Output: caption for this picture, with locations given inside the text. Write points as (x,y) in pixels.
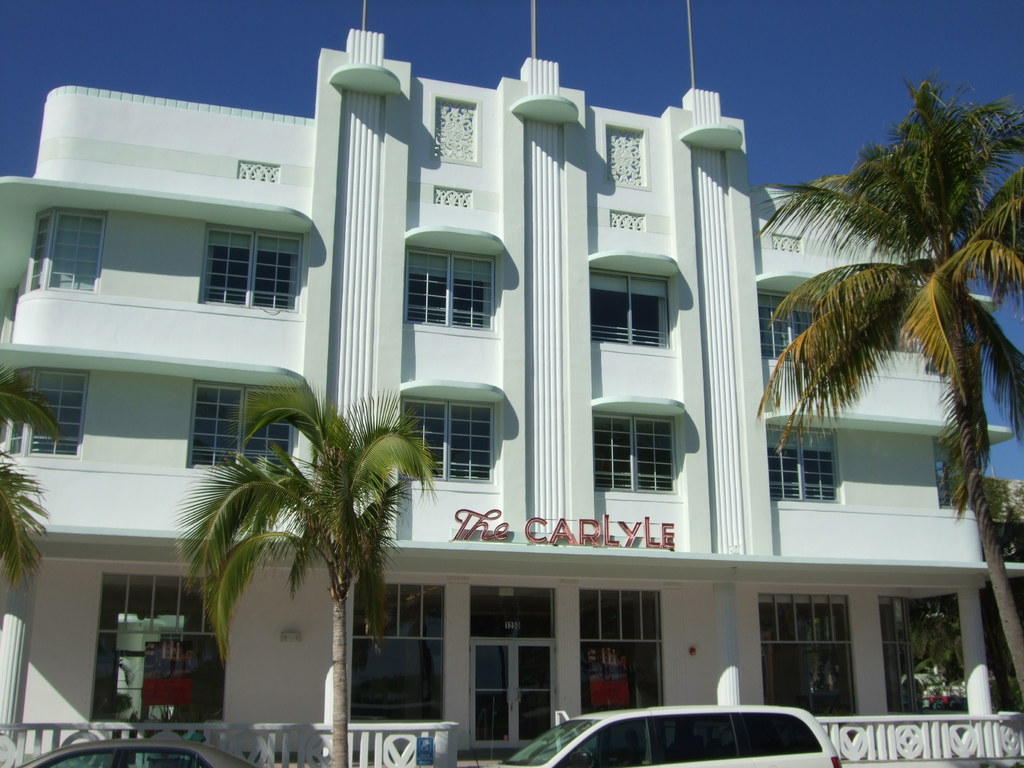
In this image there are few vehicles (603,749). Behind it there is a fence (907,749). There are few trees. Behind there is a building (819,616). Top of the image (785,45) there is sky (802,59). On the building (581,554) there is some text (540,543).
